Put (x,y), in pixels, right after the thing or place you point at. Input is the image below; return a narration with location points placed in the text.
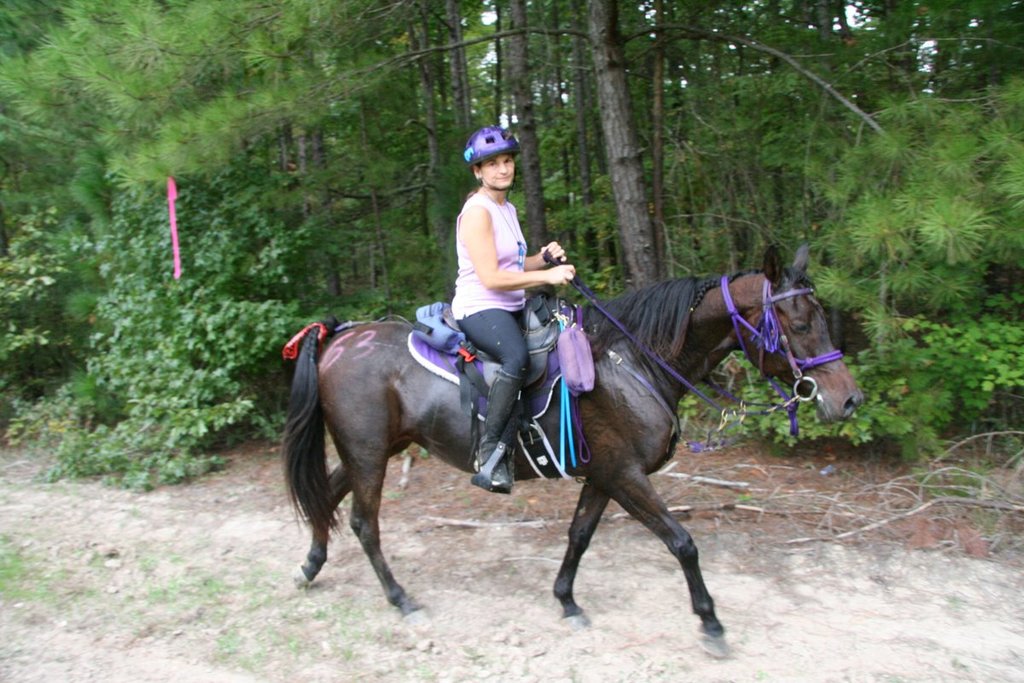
In this picture, we can see a person (496,382) riding horse (800,305), we can see the ground (520,645), grass (9,544), plants (141,410), and trees (609,130).
